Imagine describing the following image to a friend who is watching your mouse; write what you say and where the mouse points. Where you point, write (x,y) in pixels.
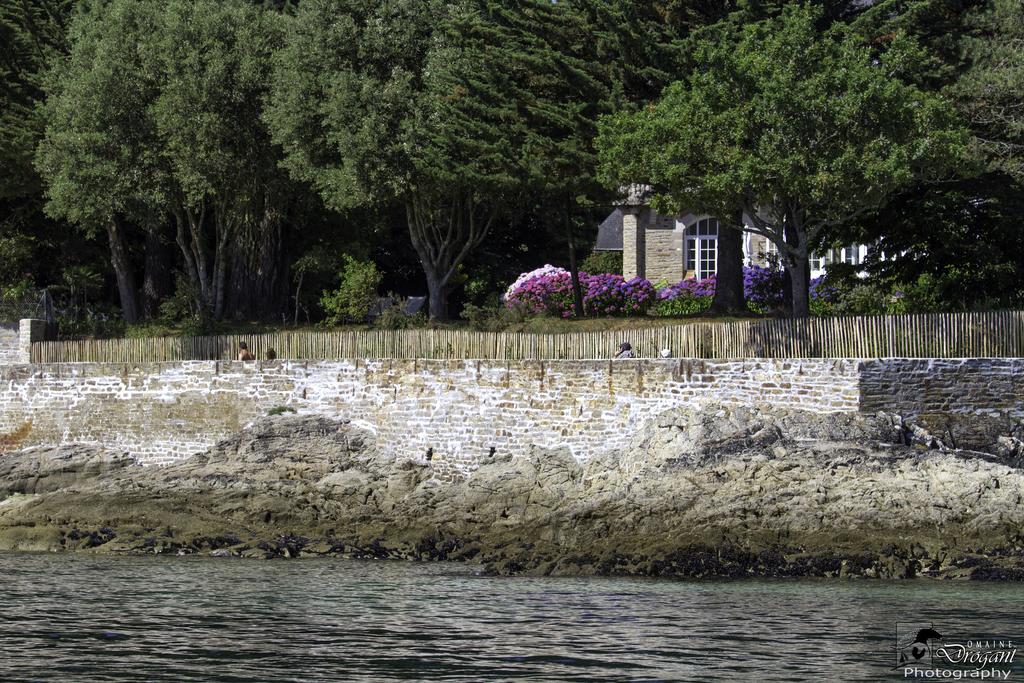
In this picture I can see there is a ocean (379,631) and there is a wall (112,435) and there are few people (664,351) walking here and there are few plants (582,284) with colorful flowers (596,305) and there are few trees (480,232) in the backdrop (480,232) and there is a watermark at right side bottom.
